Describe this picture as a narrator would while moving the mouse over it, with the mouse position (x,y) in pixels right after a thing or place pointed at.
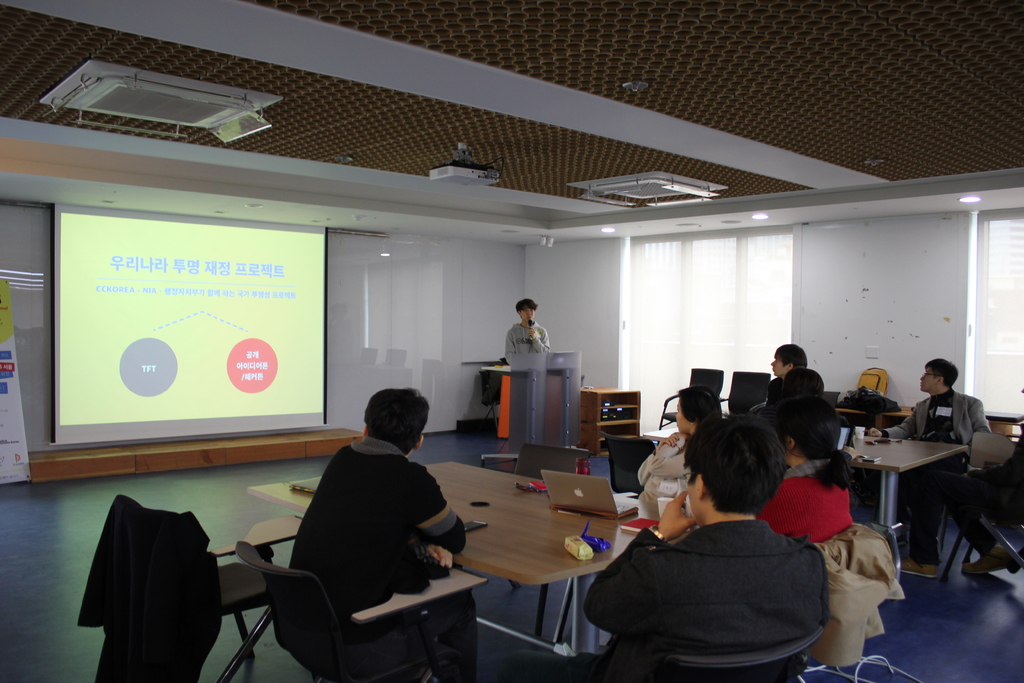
This image is clicked in a room (602,385) where there are podium (517,390), table (519,496), screen (261,310), windows (668,312), window blinds (703,334), lights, chairs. On the table (616,550) there are laptop (589,496), eatables (576,545), phones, glasses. There is person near podium (569,388).
